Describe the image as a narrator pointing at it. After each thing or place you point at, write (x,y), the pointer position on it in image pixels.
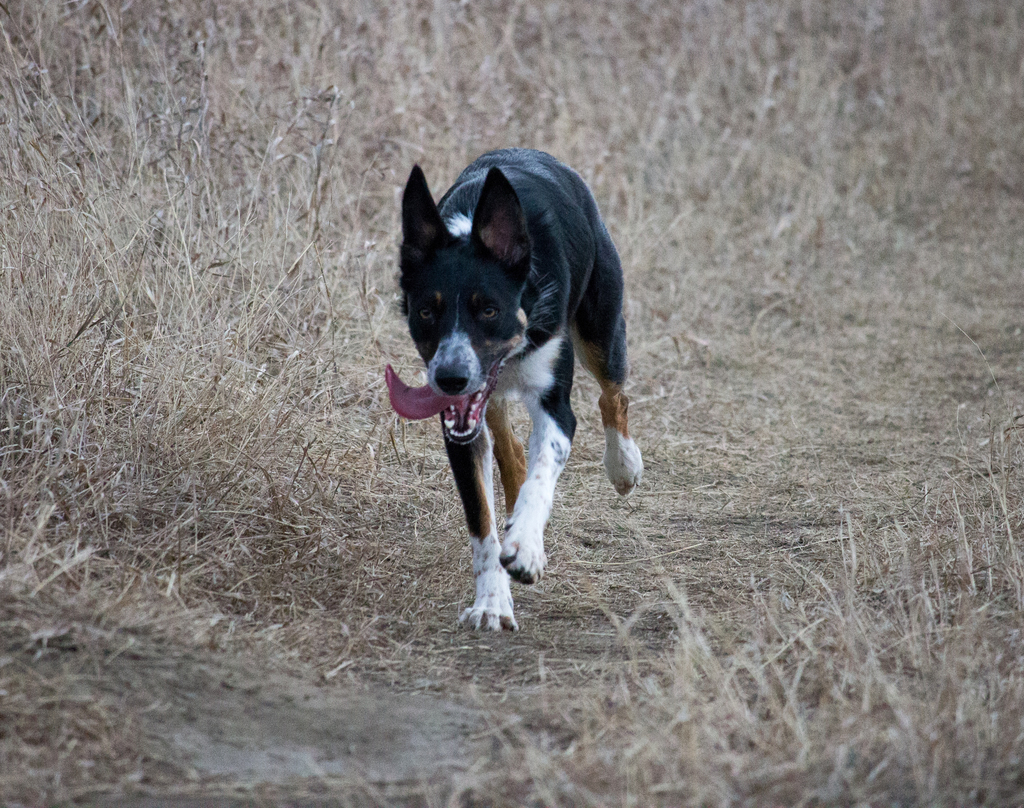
In this image I can see ground (639,493) and on it I can see a black and white colour dog (546,451) is running. I can also see yellow grass (642,367).
